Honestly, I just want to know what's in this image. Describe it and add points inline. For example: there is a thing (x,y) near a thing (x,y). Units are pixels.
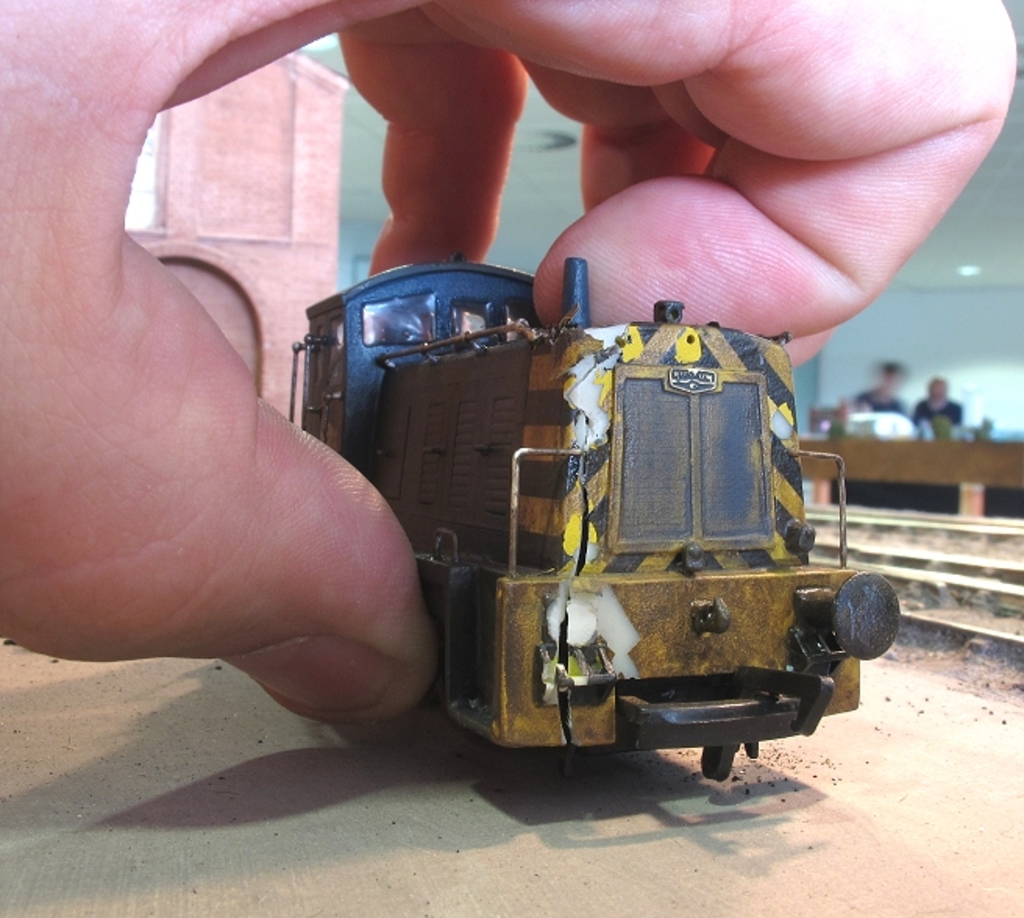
In this image we can see a person's hand (140,56) holding a toy train (567,516). In the background (919,413) there are two people (940,410) sitting in front of the table (900,447) with some stuff (931,439) on it and there is a wall (931,329). At the top of the image (943,253) there is a ceiling (962,258).
